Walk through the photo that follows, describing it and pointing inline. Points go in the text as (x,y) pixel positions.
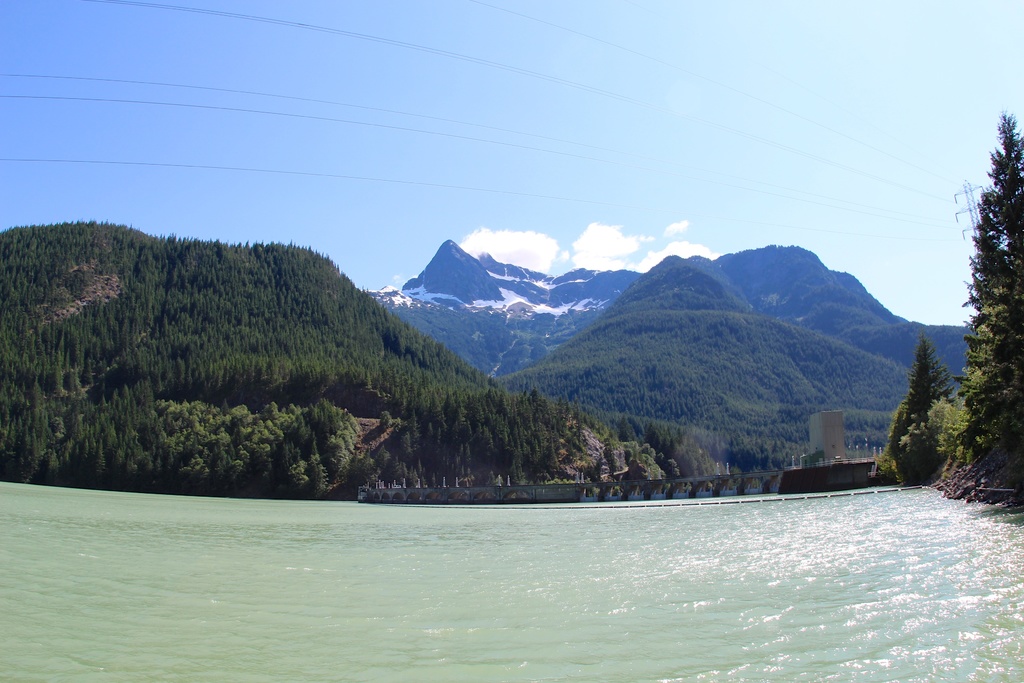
In the image we can see there are many trees (1007,440), mountain (519,308), pale blue sky (523,215), clouds (592,253), electric pole (966,206), electric wires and water (389,587).
